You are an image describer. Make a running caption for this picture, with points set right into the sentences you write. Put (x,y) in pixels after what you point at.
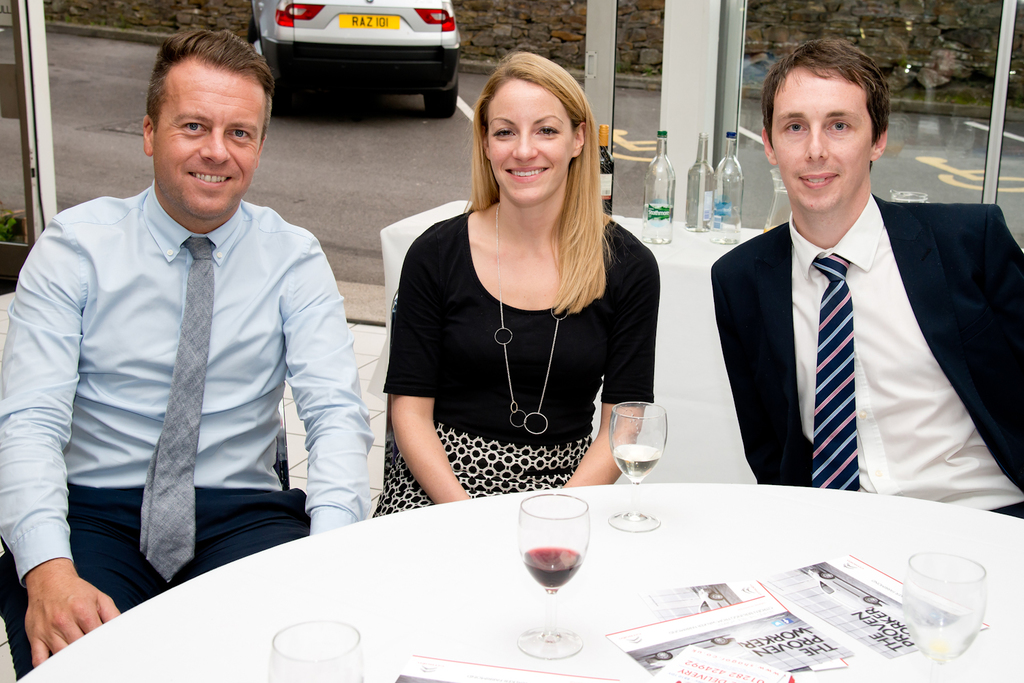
There are three people (451,400) sitting on the chairs (285,461) in front of the table (584,658). All of them are smiling. On the table (667,566), we see newspaper (770,603) and glasses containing liquid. Behind them, we see a white table (707,276) on which glass bottles (648,220) are placed. Behind that, there is a glass window (650,113) and beside that, we see a white car (391,85) parked on the road (382,144) and a wall (500,40) which is made up of stones (510,21). This picture might be clicked in the restaurant (522,509).
